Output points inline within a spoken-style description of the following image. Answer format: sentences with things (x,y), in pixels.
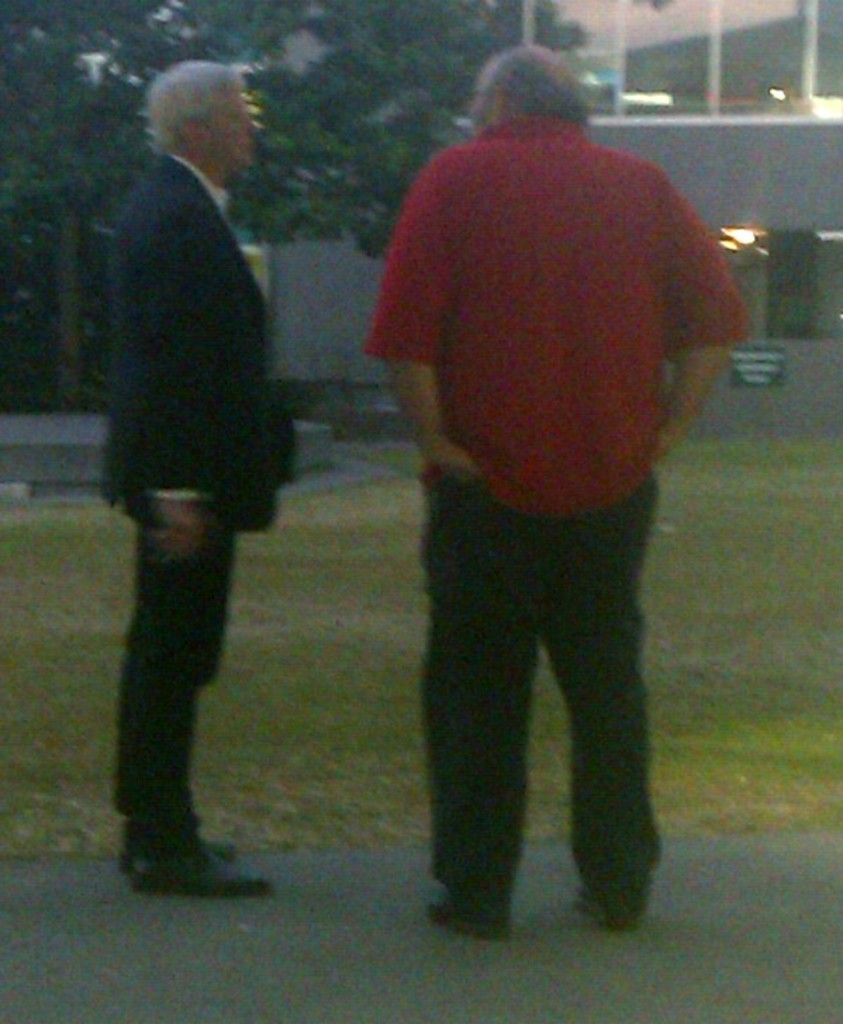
In this picture I can see there are two men (667,406) standing and the person (195,406) to left (163,350) is wearing a blazer (126,305) and the person (556,353) into right is wearing a red color shirt (536,245) and there is grass (784,587) on the floor (760,732) and in the backdrop (778,350) there are trees (42,172) to left (53,171) and there is a building (707,187) on to right (768,148). There are lights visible from the building (753,221) and it has glass windows (691,57).
